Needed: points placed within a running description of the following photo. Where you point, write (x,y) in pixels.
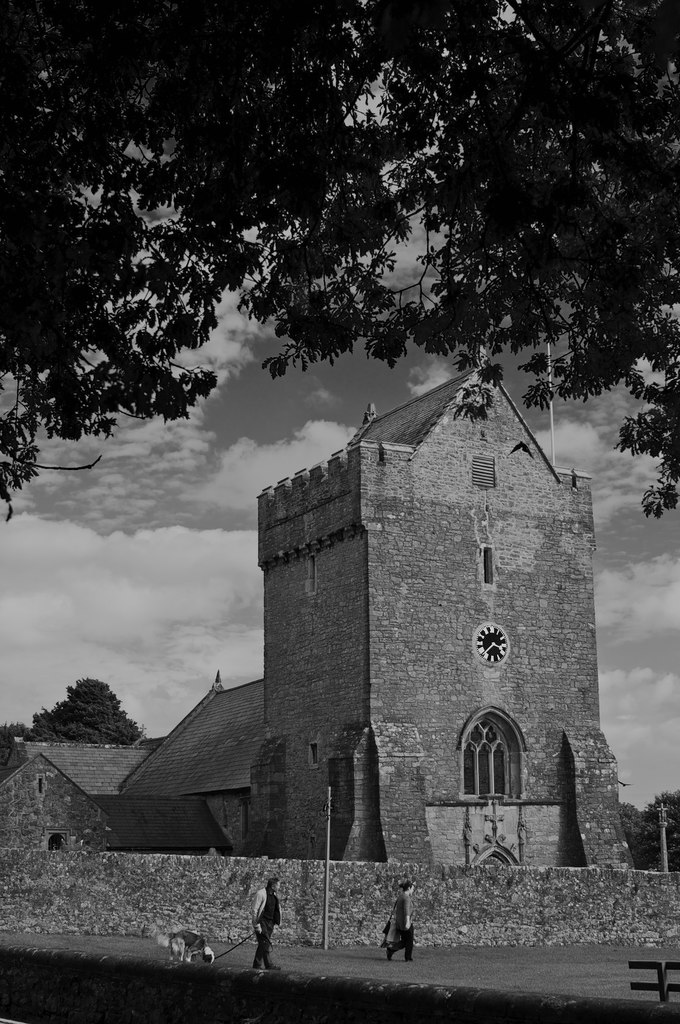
In this picture we can see a building (341,608), in front of the building (322,762) we can find couple of people (405,936) and a dog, in the background (71,693) we can see few trees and clouds (221,674), it is a black and white photography.
